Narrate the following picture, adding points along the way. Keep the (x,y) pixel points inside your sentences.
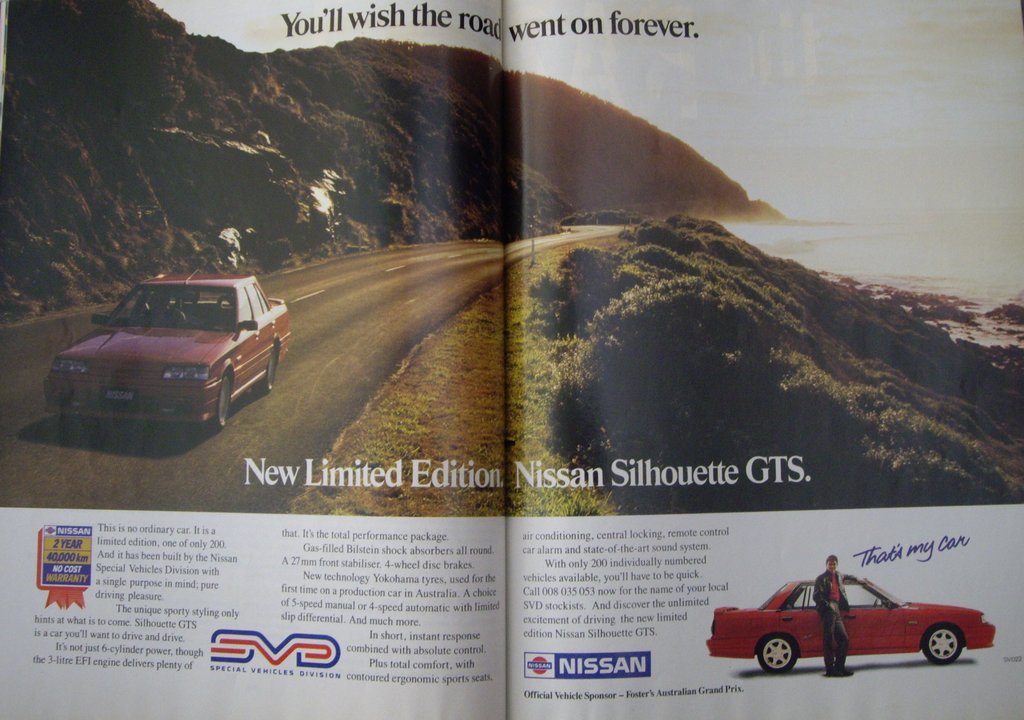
In this picture there is a book (558,562). On the left of the book (779,463) there is a car (256,279) on the road (292,279). Beside that I can see the plants (676,343), grass (529,347) and mountain (231,168). On the right of the book (813,101) I can see the ocean (970,280) and sky (912,69). In the bottom right (834,574) corner of the book (838,586) there is a man (839,599) who is standing near to the red car (776,643). At the bottom (384,552) I can see an article (403,672) and company logo (592,654).
